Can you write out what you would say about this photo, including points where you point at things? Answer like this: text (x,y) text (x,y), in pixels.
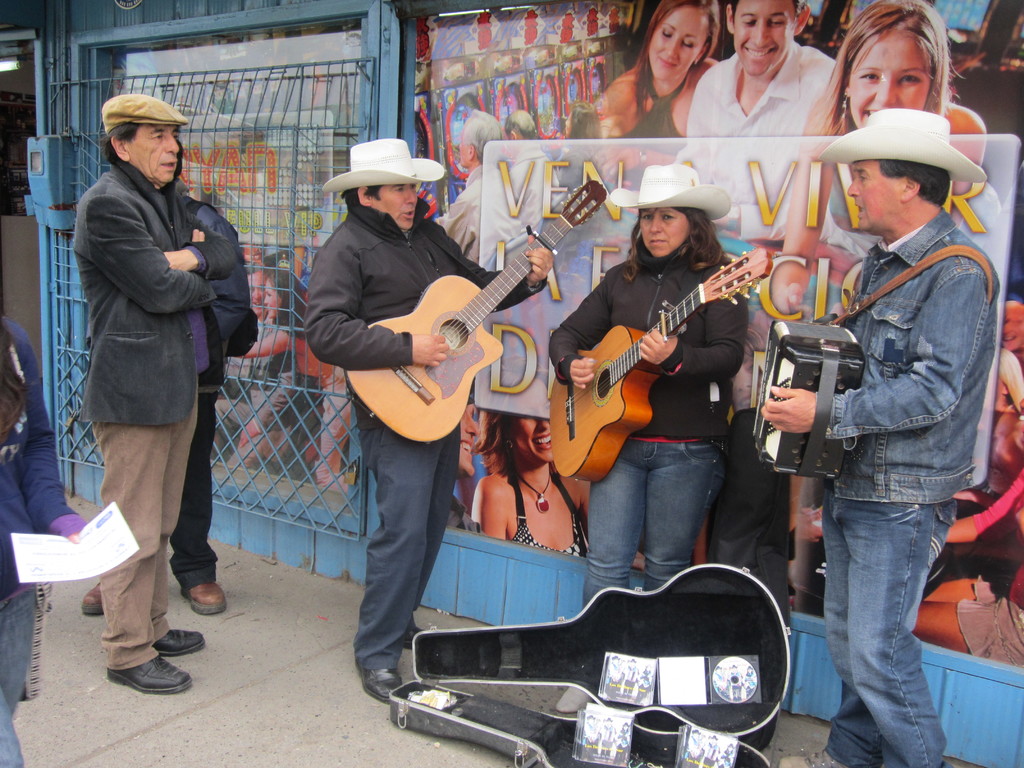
In this picture there are three people (845,407) playing musical instruments (821,442) and standing towards the right (917,403). In the middle (665,505) there is a woman (681,387) wearing a black jacket (681,393), blue jeans (690,481) and playing a guitar (715,298). Towards the left (121,484) there are group of people (116,282) staring at them. In the background (482,467) there are some posters (561,105). In the bottom (600,682) there is a guitar box (743,707) and some CD' s (588,721) are placed on it.
